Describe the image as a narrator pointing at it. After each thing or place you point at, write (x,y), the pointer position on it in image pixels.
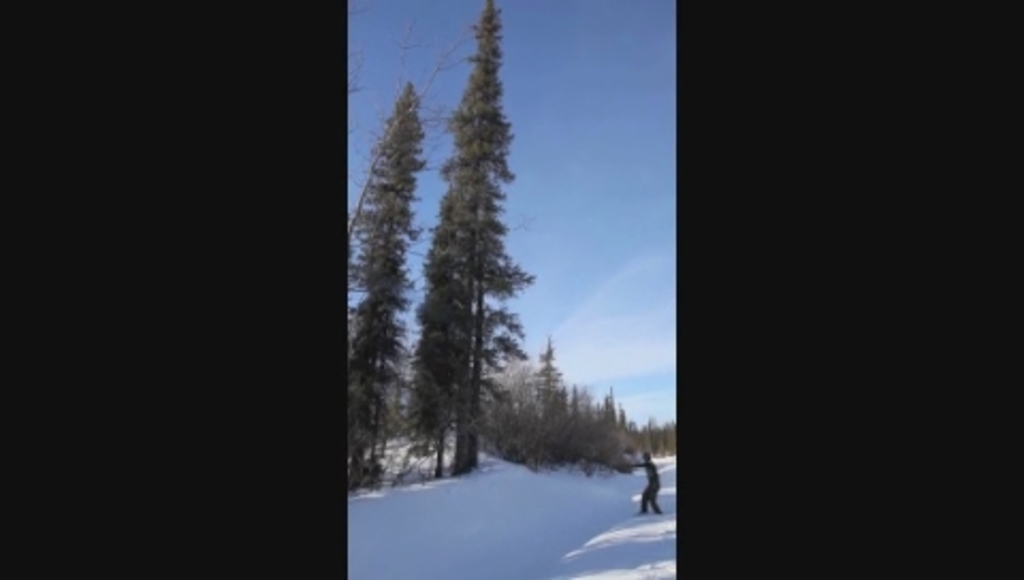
In the picture we can see a snow surface (592,560) on it, we can see a person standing and in the background (466,463), we can see some trees (572,450) and sky (582,341) with clouds (587,380).
